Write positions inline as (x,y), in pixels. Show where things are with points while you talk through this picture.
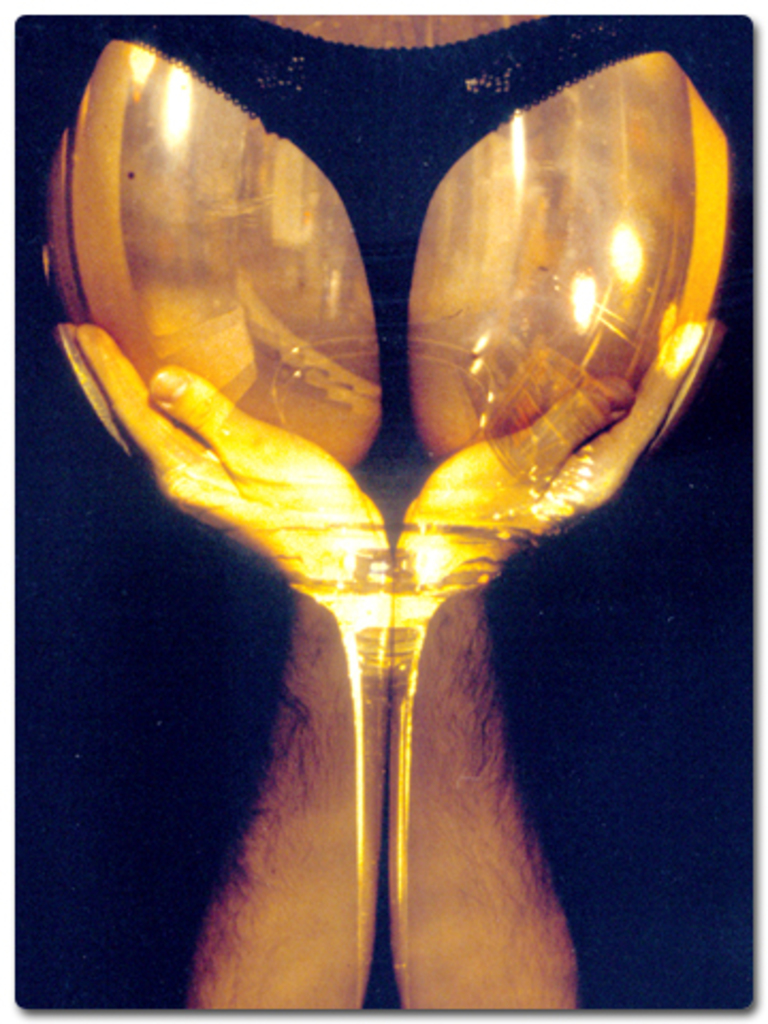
In this image, we can see hands (607,442) of a person (437,852) holding some objects (598,199).
